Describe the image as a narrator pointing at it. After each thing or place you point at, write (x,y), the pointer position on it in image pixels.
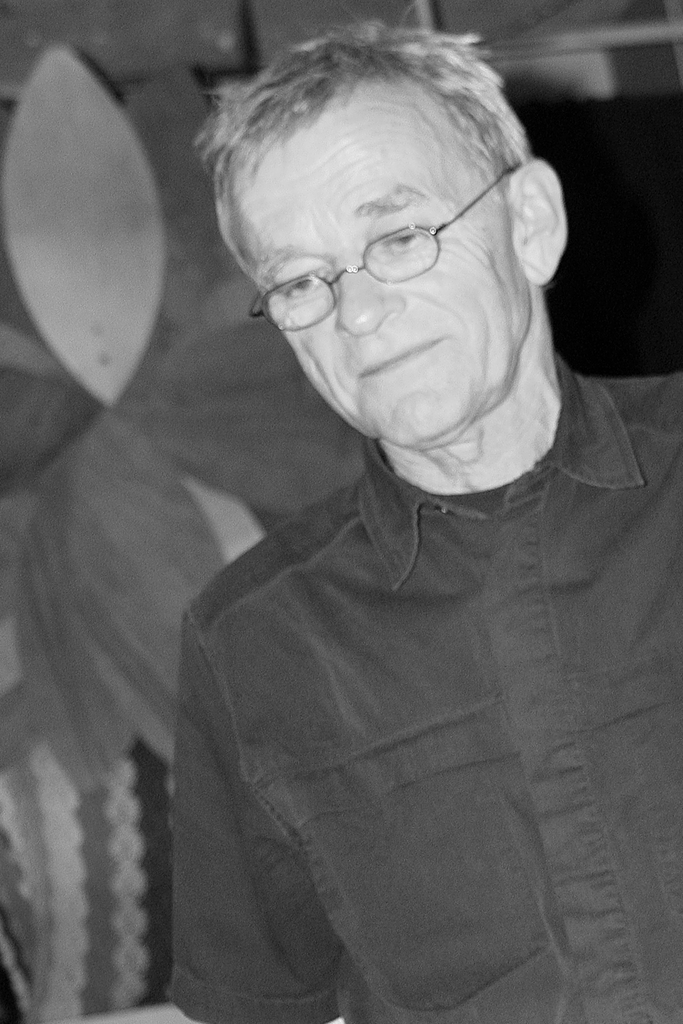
This is a black and white image. I can see the old man (443,694) standing. He wore a shirt (388,677) and spectacles (416,243). In the background (114,493), that looks like an object (51,392).
